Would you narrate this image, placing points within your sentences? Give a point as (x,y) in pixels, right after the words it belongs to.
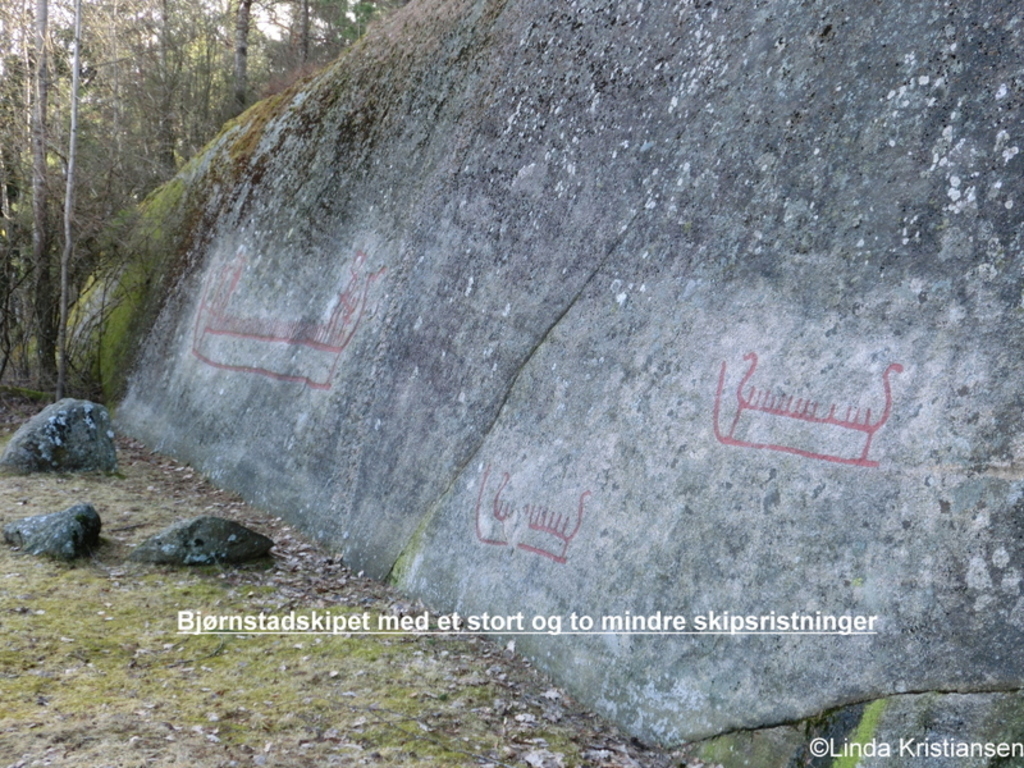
In this image there is a rock (641,386) truncated towards the right of the image (739,349), there are trees (113,166) truncated towards the left of the image (114,83), there is grass (132,623), there is text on the image.
